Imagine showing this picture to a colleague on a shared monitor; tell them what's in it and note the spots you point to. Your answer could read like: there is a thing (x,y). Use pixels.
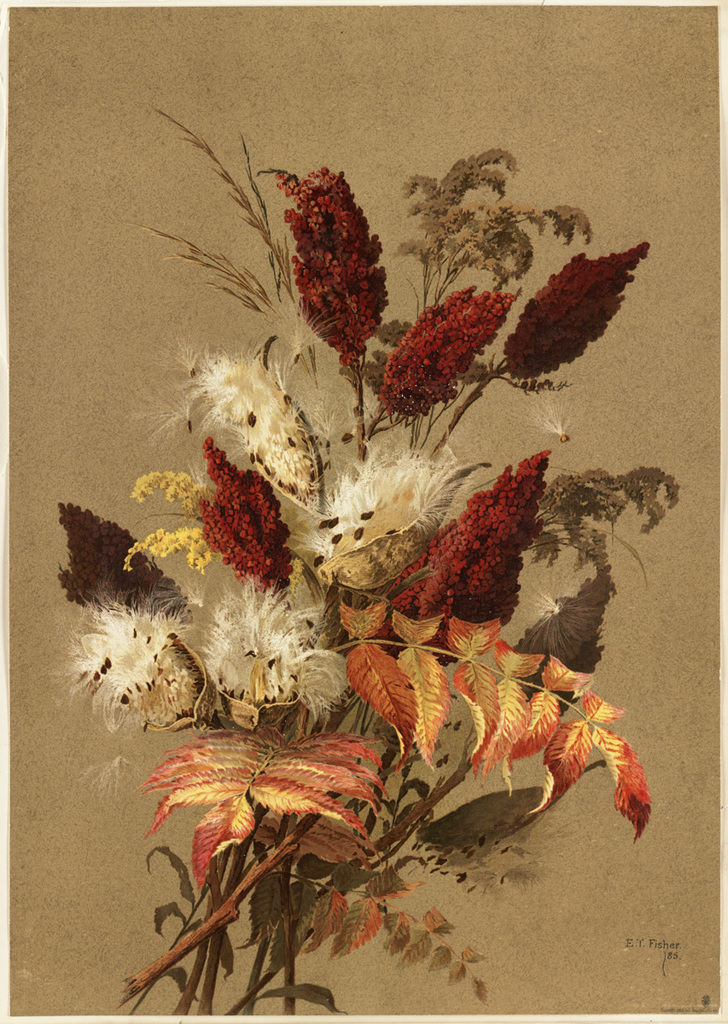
By seeing this image we can say it is a painting. In this painting we can see bouquet (188,950) which have leaves (421,731) and flowers (493,574).
